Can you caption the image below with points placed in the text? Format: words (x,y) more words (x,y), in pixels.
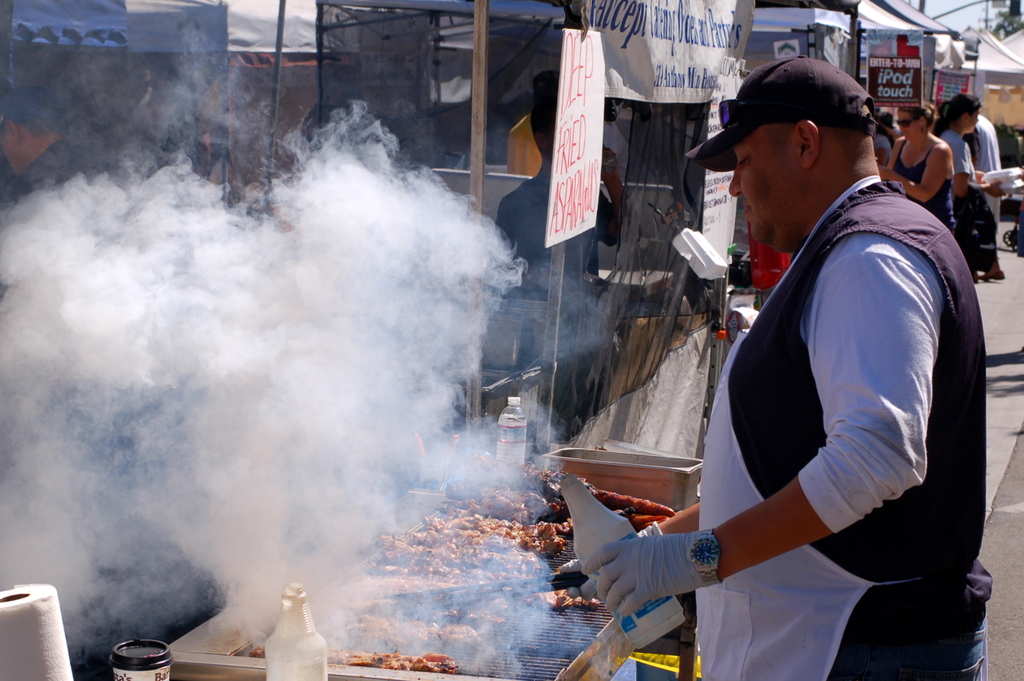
There is a person (890,485) standing and holding few objects (633,615) in his hands (627,586) in the right corner (852,656) and there are few eatables (495,571) in front of him and there is smoke (326,413) above it and there are few stalls (705,108) and persons (913,113) in the background (843,52).
